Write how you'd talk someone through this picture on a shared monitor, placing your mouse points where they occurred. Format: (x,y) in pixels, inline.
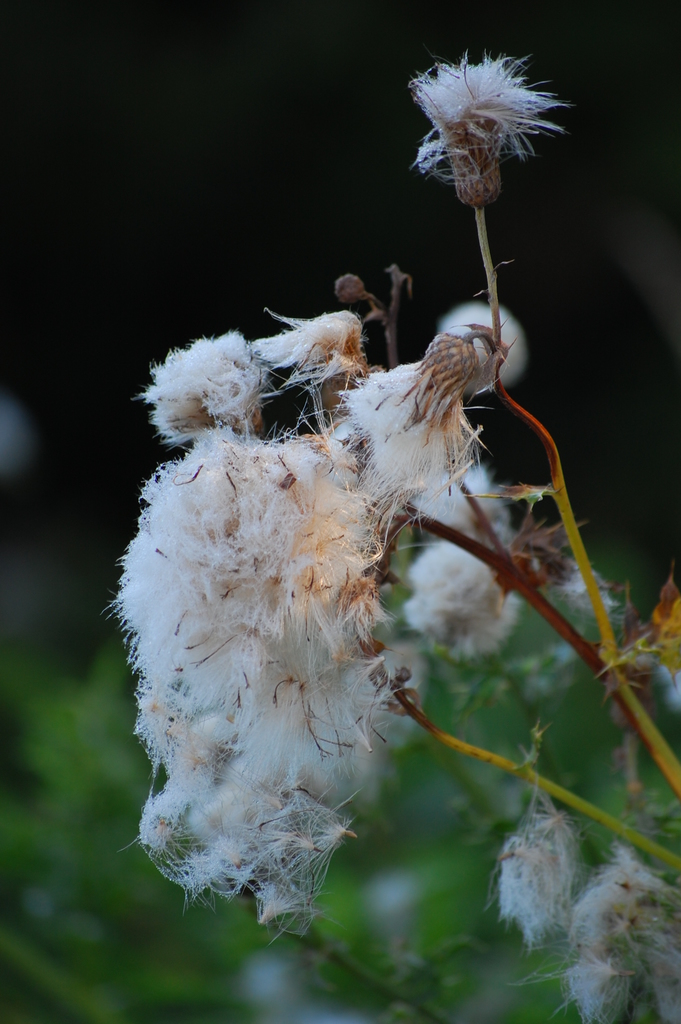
In the picture we can see some flowers (366,705) which are grown to the plant (415,527) and the background (170,233) image is blur.
